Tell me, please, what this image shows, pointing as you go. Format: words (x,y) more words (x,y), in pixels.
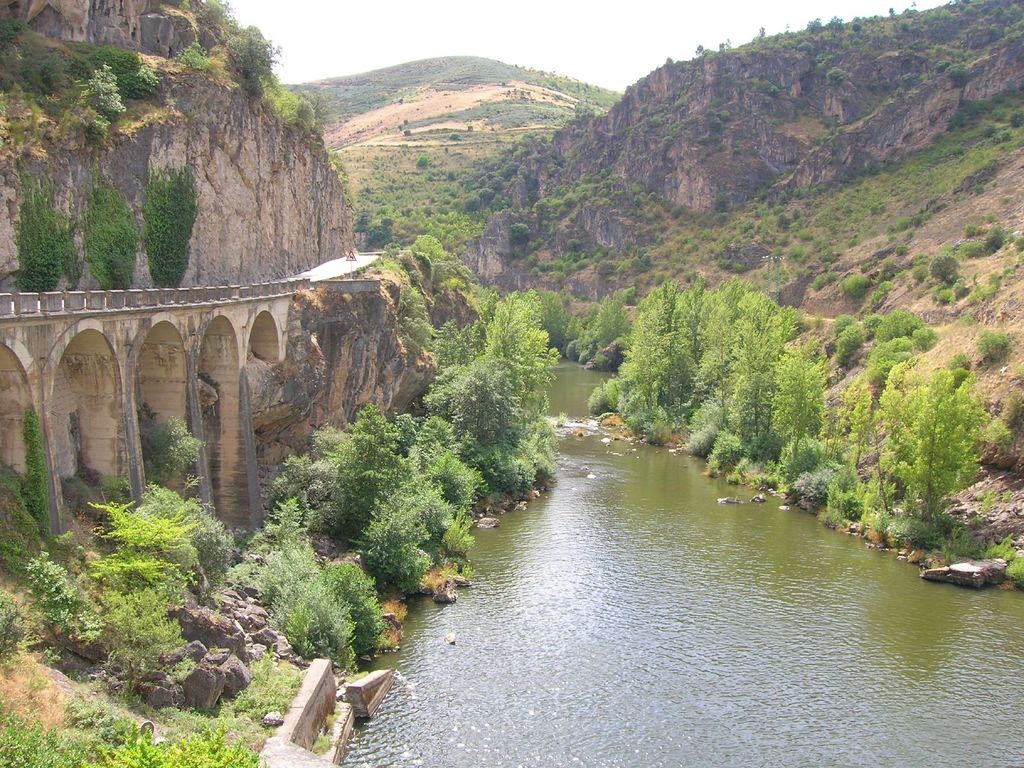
This image consists of a bridge (253,495) on the left (48,395). And there are mountains (531,162) along with plants (489,336) and trees (532,467). At the bottom (623,648), there is water (551,615). At the top (287,31), there is a sky (442,8).
